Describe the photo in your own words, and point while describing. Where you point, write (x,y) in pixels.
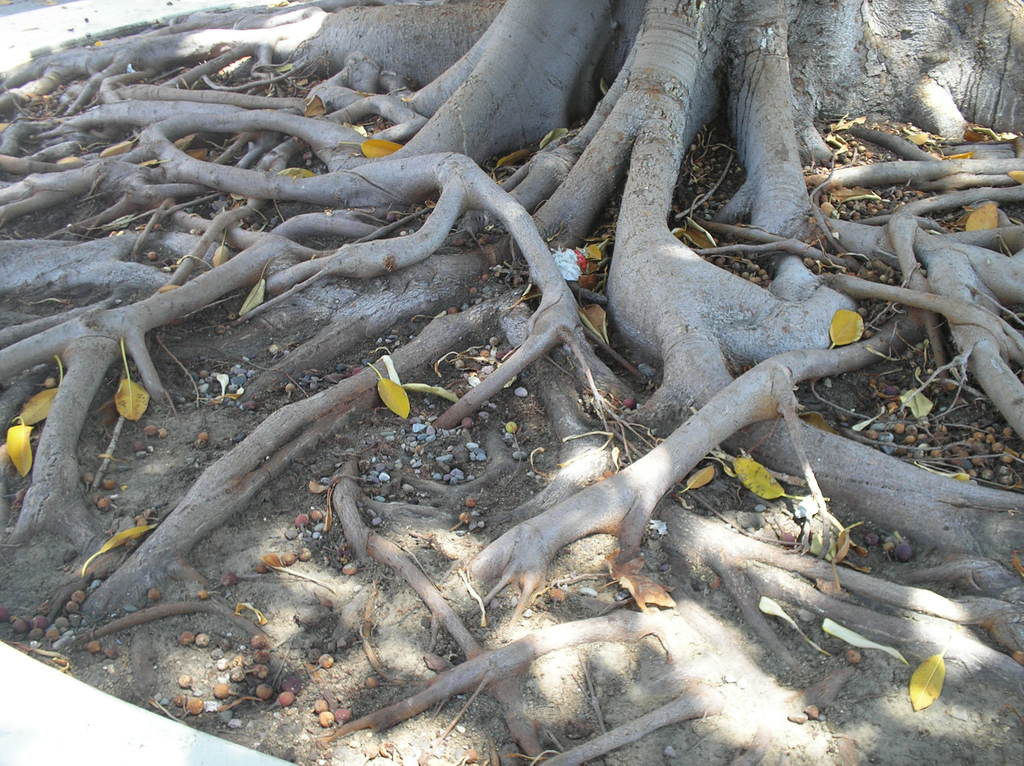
In the image there are a lot of roots (351,143) of a tree (695,315).
